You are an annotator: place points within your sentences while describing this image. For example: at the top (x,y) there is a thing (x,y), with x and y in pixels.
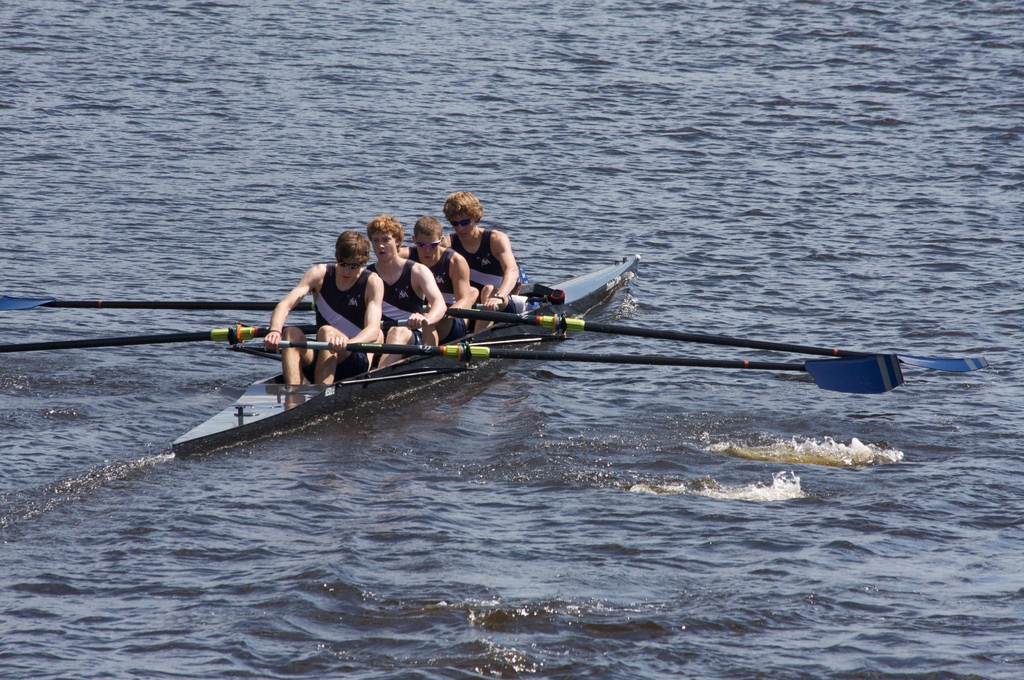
In this picture, we see four men (430,324) rowing on the water (204,282). In the background (192,265), we see water (600,451) and this water (417,432) might be in the sea (703,415).
